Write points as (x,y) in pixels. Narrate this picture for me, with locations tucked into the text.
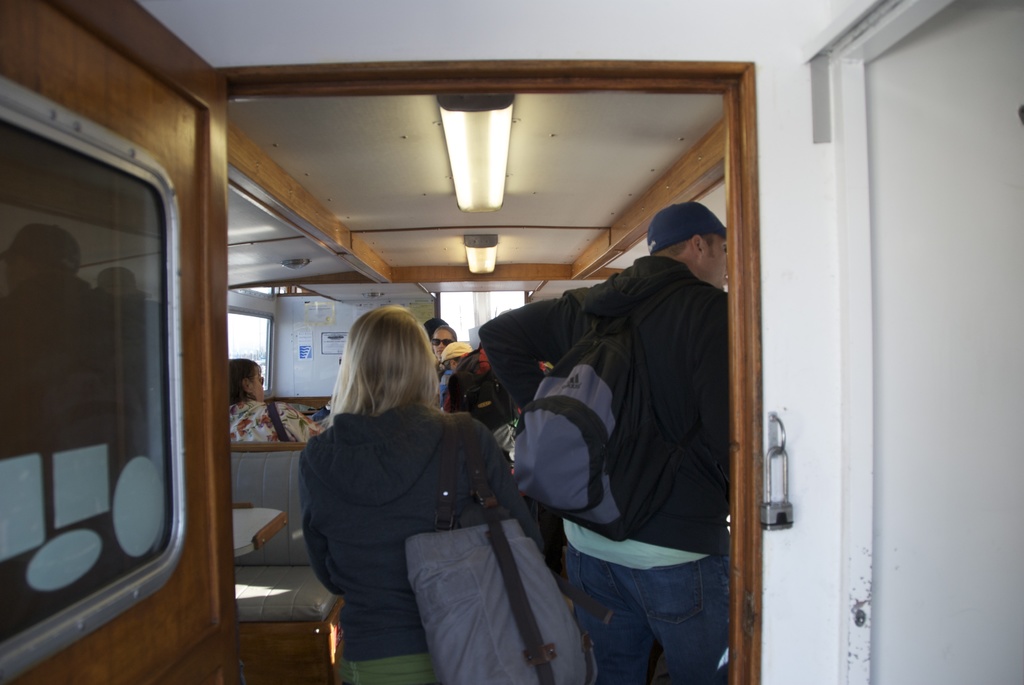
In the middle (368,311) a woman (393,563) is there, she wore sweater (401,553) and holding a bag (504,583). On the right side (699,454) a man (710,433) is standing, he wore coat (693,435), bag (588,430). At the top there are lights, on the left side (163,378) there is a glass (77,434) to this door (69,589).
